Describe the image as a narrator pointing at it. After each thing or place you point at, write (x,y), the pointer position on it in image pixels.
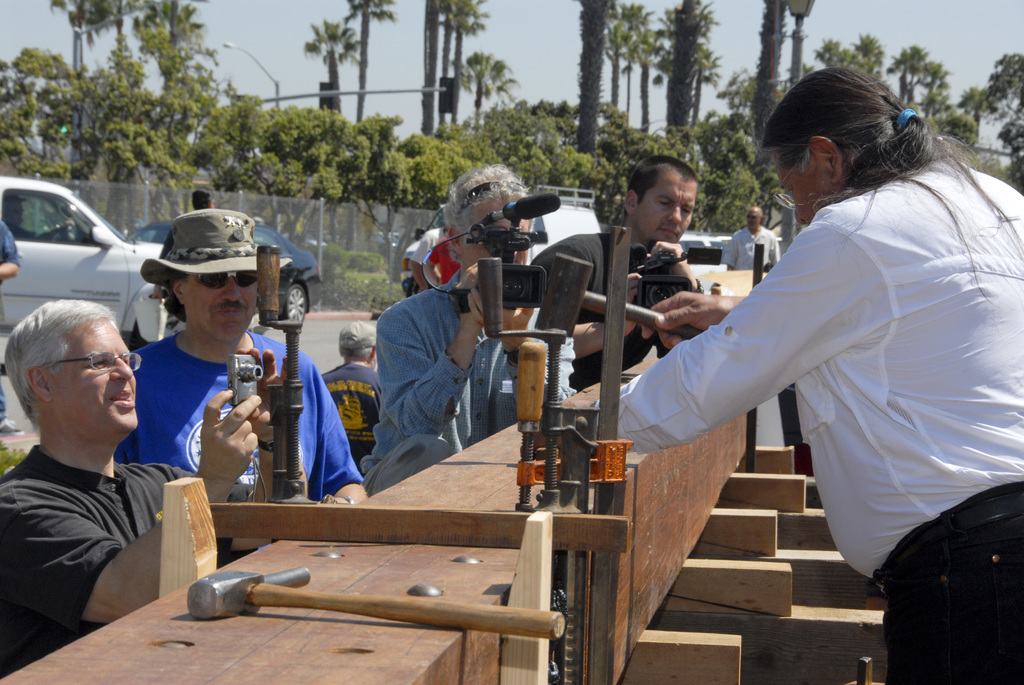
In this image there is a person (805,326) on the right side (951,363) who is hitting the wood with the hammer (583,296). In front of him there are few people (147,359) who are taking the pictures with the camera (239,383). In the background (338,322) there is a road (325,326) on which there are vehicles (24,244) and few people (16,271) are walking on the road (315,335). Beside the road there is a fence (331,215). In the background (357,197) there are tall trees (492,92). In between the trees (261,113) there is a pole (406,92) to which there is a light (236,50). At the bottom (290,643) there are wooden planks (636,587).
